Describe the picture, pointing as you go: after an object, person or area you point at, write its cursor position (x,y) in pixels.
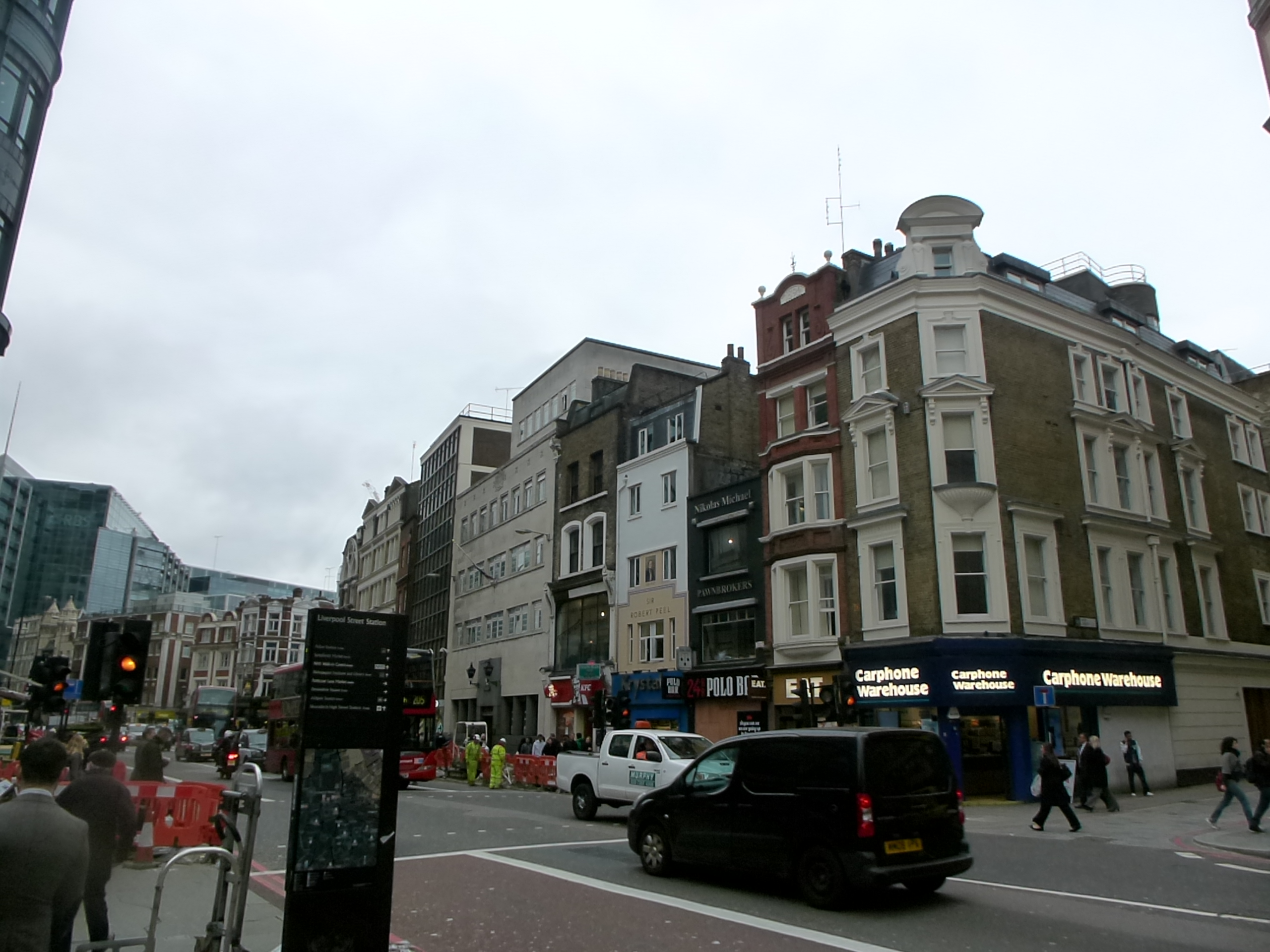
In this image there are many buildings (534,643) and some vehicles (285,760) on the road (653,888). There are also people (76,849) present in this image. Image also consists of traffic light signals (115,654), name boards (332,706), red color fencing wall (520,770) and sign board (1046,702). At the top (471,112) there is sky (539,98).
